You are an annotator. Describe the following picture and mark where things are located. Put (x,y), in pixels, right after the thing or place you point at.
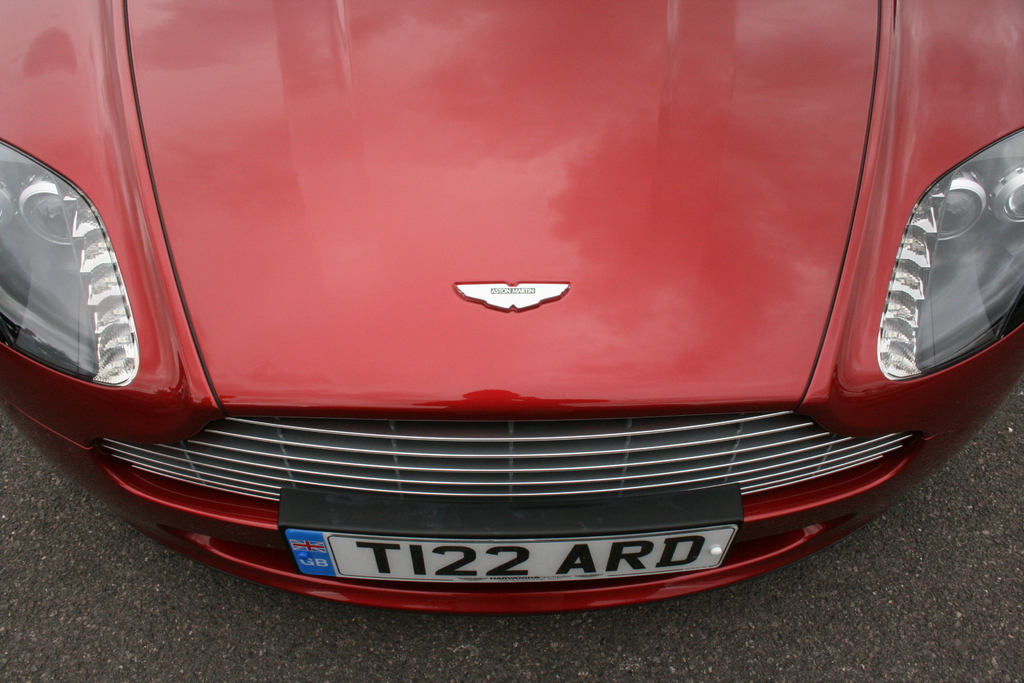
In this image I can see a red colour vehicle (326,249) and here I can see something is written on this plate (333,571).
